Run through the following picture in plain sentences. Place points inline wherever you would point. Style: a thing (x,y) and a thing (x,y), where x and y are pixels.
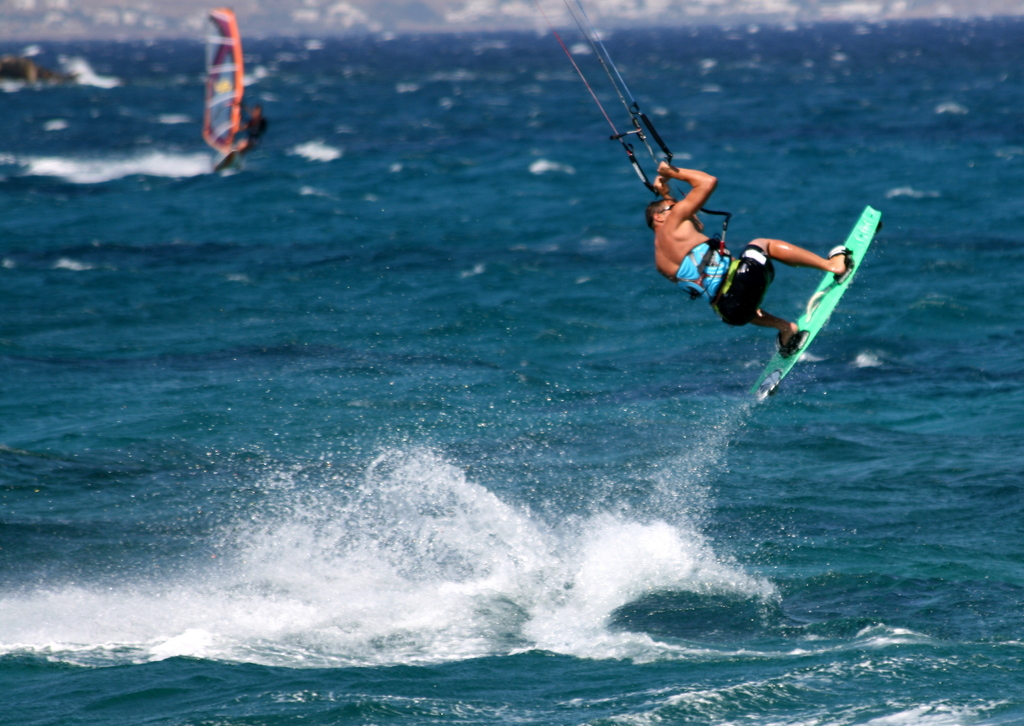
In this picture we can see a person (691,228) is kite surfing and the man (740,311) is in motion and the other person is windsurfing on the water (269,133).
